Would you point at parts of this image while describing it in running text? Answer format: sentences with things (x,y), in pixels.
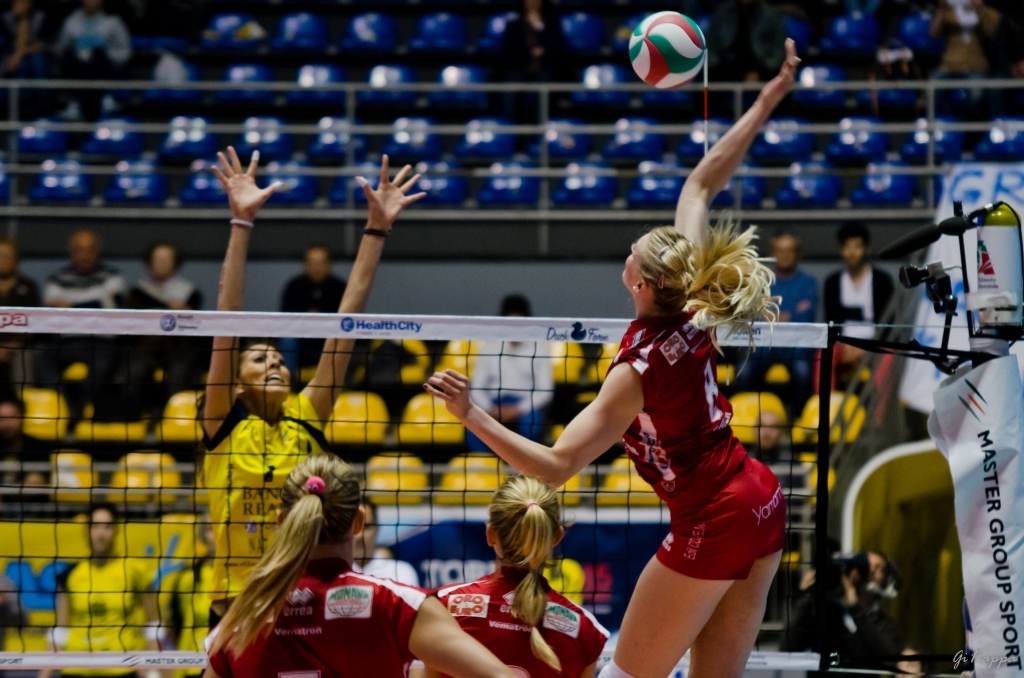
In this picture we can see a group of people (345,582), here we can see a ball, net (430,525) and some objects (947,402).
